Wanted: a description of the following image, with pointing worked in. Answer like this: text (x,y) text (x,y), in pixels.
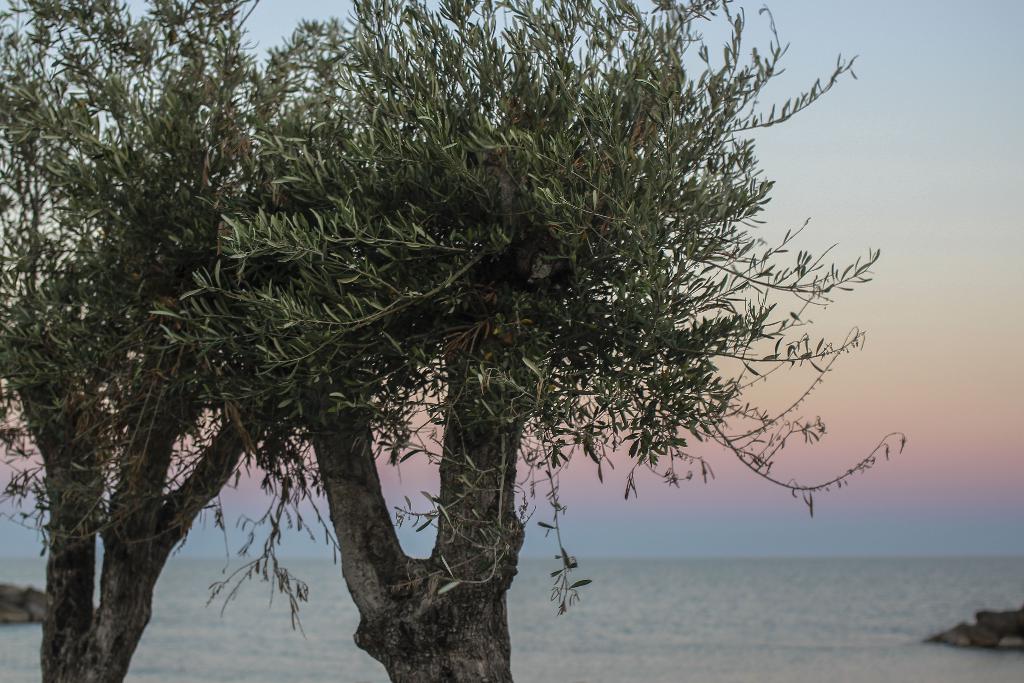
On the left side of the image (143,583) we can see the tree (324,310). In the middle of the image (465,416) we can see the tree (319,395) and water body (625,595). On the right side of the image (928,177) we can see the sky (924,370), water body (956,605) and rocks (953,633).
